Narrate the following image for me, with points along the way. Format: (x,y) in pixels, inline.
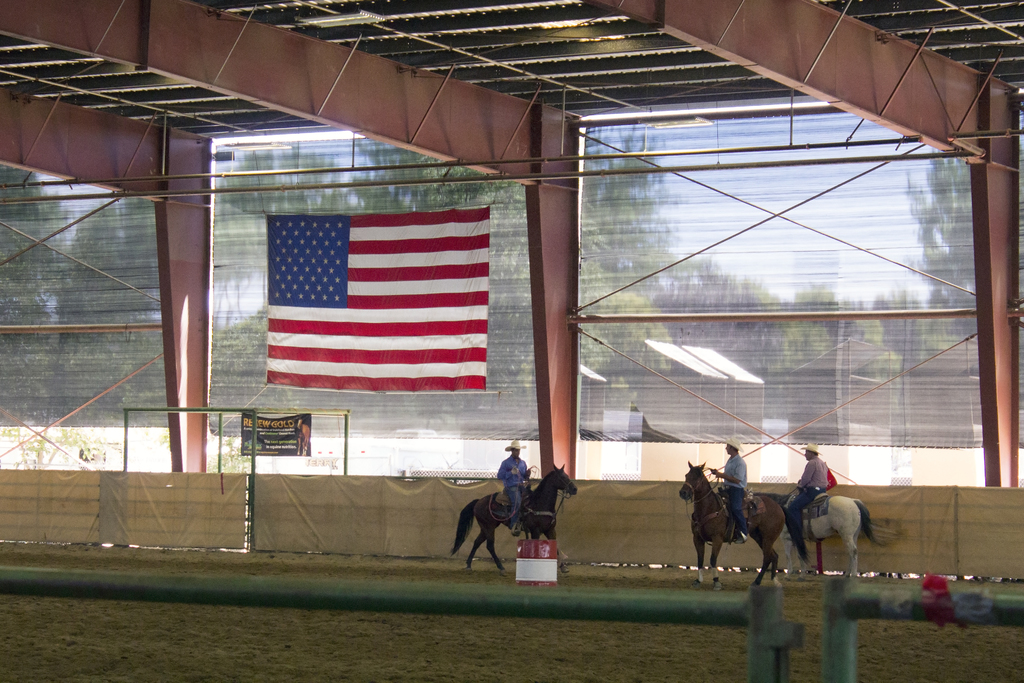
Three persons (734,517) are riding horses (555,532) as we can see at the bottom of this image (748,536). We can see a glass wall (758,361), flag (360,335) and trees (24,312) in the middle of this image (461,361). We can see roof (453,53) at the top of this image (515,89).
